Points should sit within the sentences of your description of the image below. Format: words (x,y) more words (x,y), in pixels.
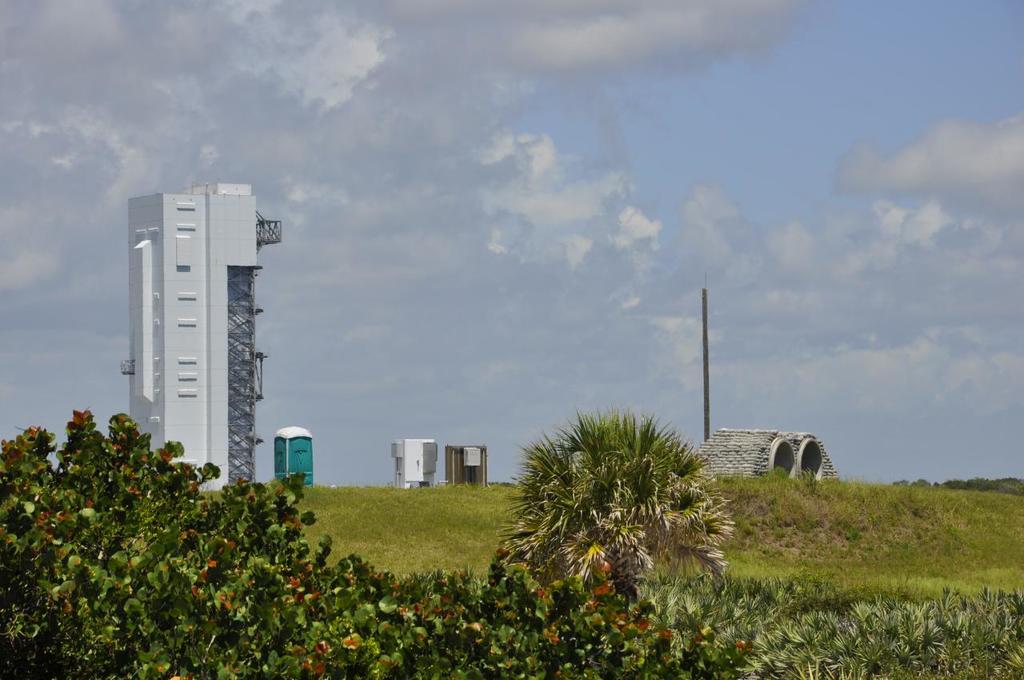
In the foreground of the picture (632,551) there are trees (646,596). In the middle of the picture (420,448) we can see buildings (308,436) like tunnels (729,472) and small rooms (402,461) and we can see pole (707,358) and grass (832,517). In the background (431,180) there are clouds (533,164) in the sky (625,185).
